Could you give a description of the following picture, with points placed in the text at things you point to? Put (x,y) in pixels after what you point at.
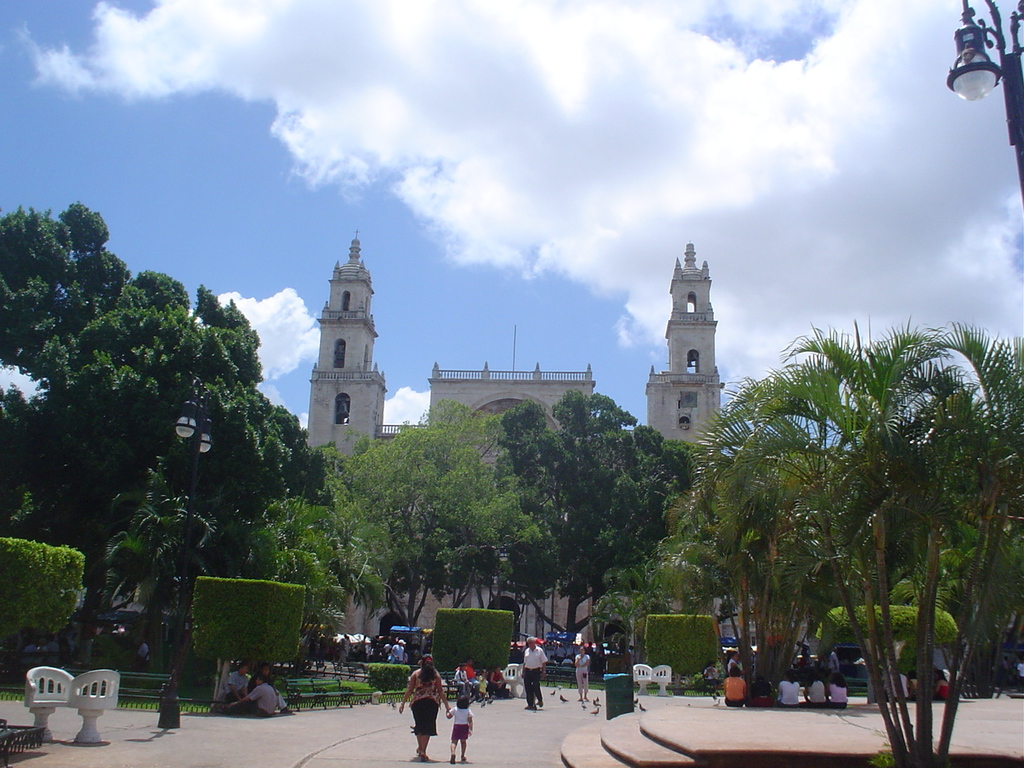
In this image there is a road (328,712) in the middle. On the road (518,729) there are few people (413,681). In the background (588,388) it seems like a castle (557,392). In front of it there are so many trees (466,482). At the top (403,184) there is the sky (460,169). On the right side (971,84) top there is a light (979,63). At the bottom (754,702) there are few people (759,696) sitting on the floor (693,723). There are steps (627,750) in the middle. There are plants (261,597) around the floor (293,718). In the middle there is a dustbin (630,692).
